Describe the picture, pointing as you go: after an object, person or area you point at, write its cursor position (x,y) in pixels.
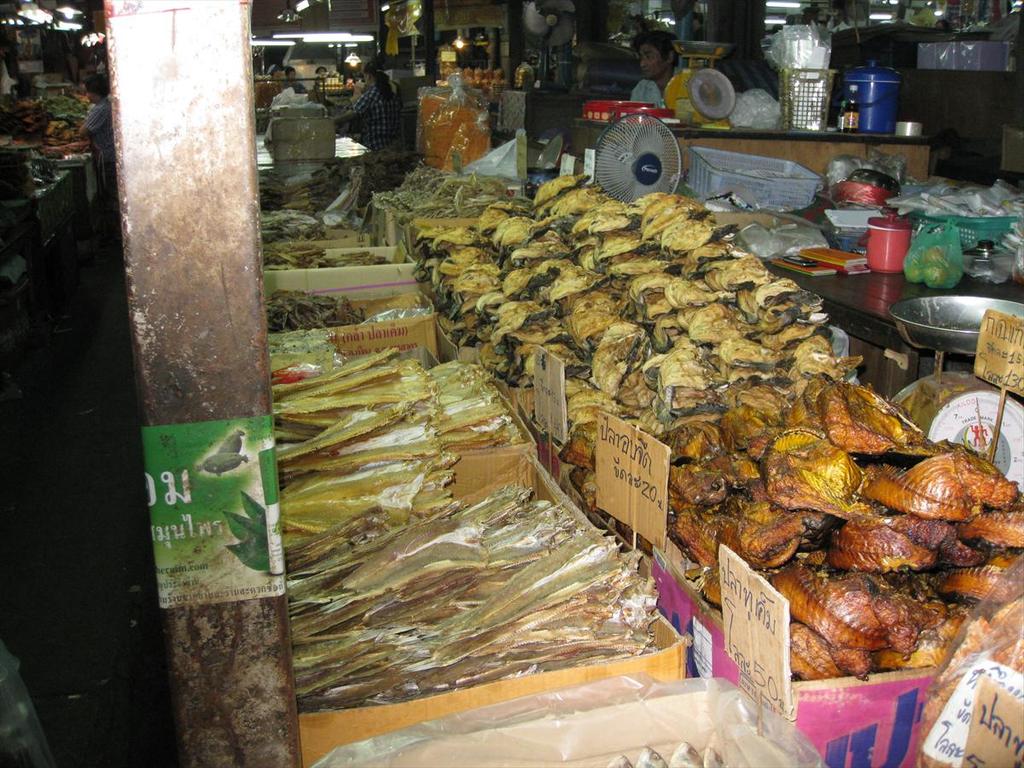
In this image, we can see sea food (702,340) in the boxes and there are boards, containers (757,177), baskets (821,111), buckets (895,238), lights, some people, a table fan (626,132) and there are some other food items (456,114) and some objects (922,221), stands (846,280) and we can see a poster (217,503) with some text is on the pillar (190,401).
